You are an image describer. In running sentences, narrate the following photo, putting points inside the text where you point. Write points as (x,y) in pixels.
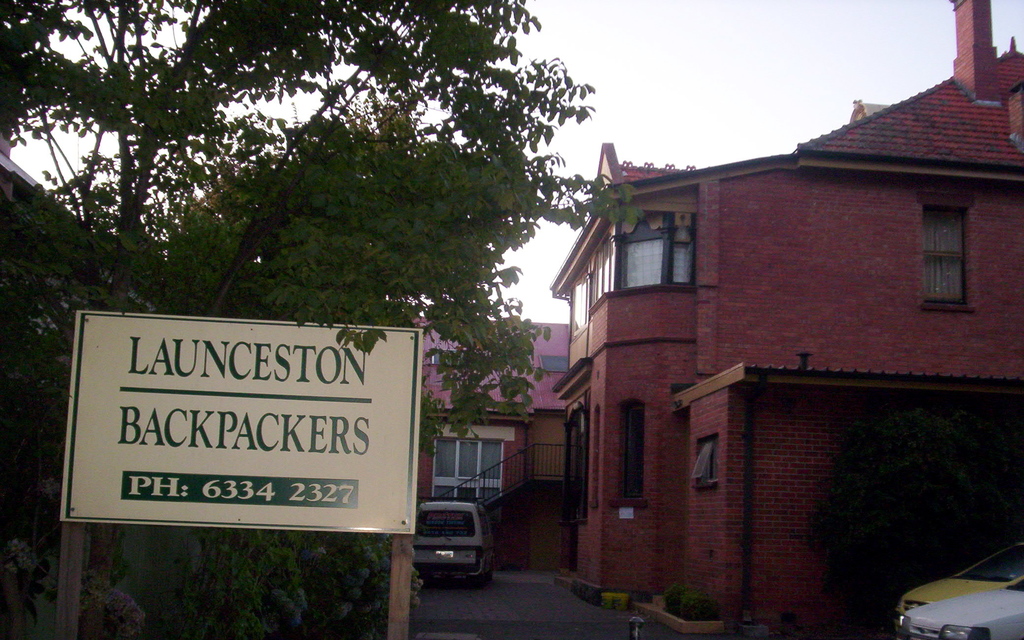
On the left side (225,486) there is a name board (242,485) attached to two poles (62,586) and trees (284,305) and on the right side (822,410) there are buildings (635,479), windows (624,460), steps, roof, vehicles (989,615) on the ground (501,623), plants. In the background (600,62) we can see the sky (659,90).
